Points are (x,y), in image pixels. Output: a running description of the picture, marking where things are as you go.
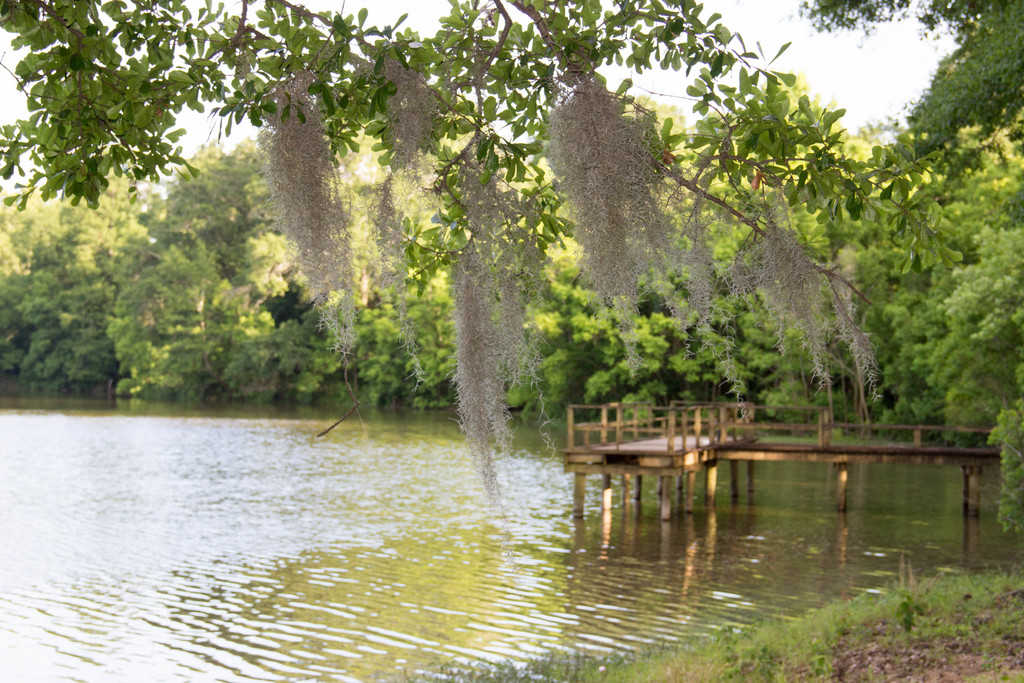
In this image I see number of trees (977,317) and I see the wooden platform (732,443) over here and I see the water (427,473) and I see the white color things (333,261) on the stems (116,73) over here and I see the grass (552,661) over here and I see the sky (810,65) in the background (922,31).
